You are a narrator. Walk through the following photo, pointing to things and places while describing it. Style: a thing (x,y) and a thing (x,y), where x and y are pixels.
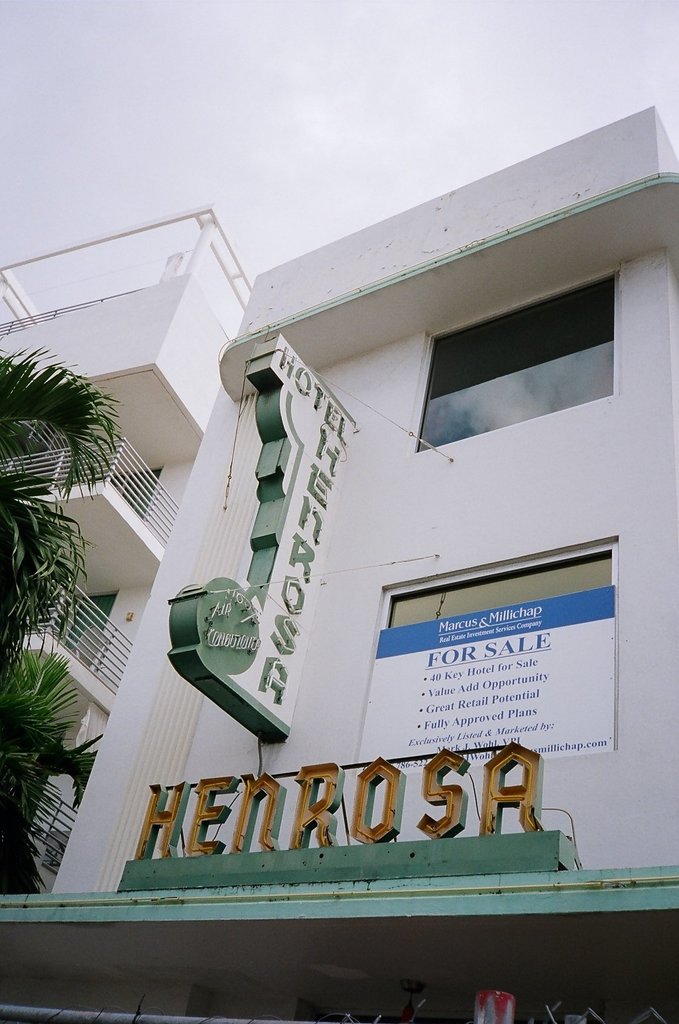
In this image I can see white color building (213,565) and on it I can see few boards (272,419). On these boards (272,419) I can see something is written and here I can also see a tree (35,479).
